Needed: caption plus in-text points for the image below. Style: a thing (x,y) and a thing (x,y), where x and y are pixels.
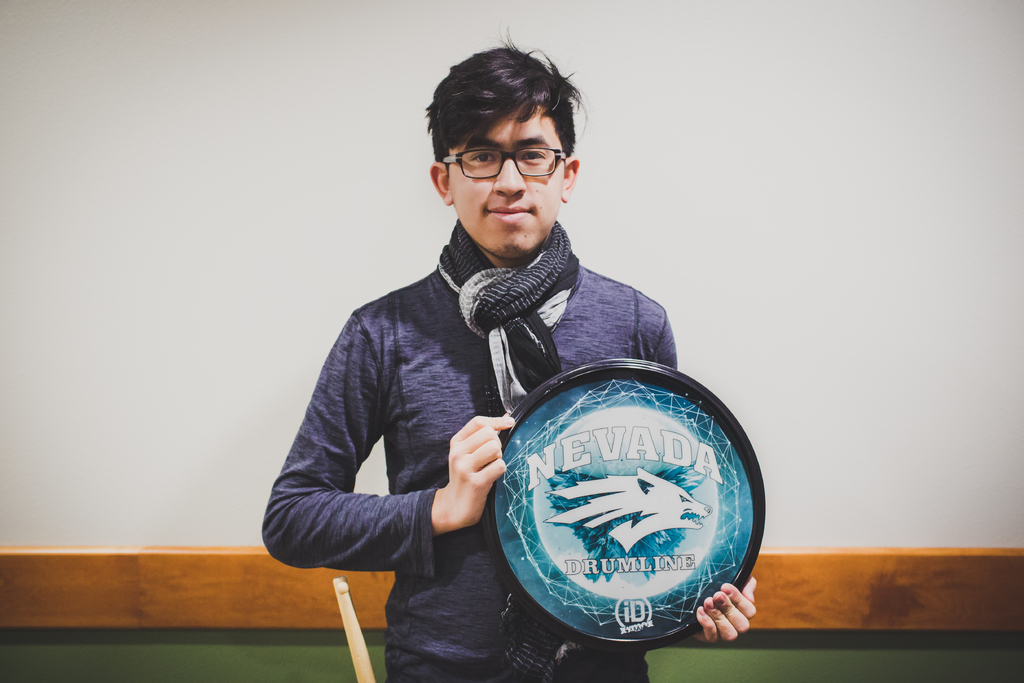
In this image we can see a man (496,121) standing and holding a memento (559,436) in his hands (488,435).
